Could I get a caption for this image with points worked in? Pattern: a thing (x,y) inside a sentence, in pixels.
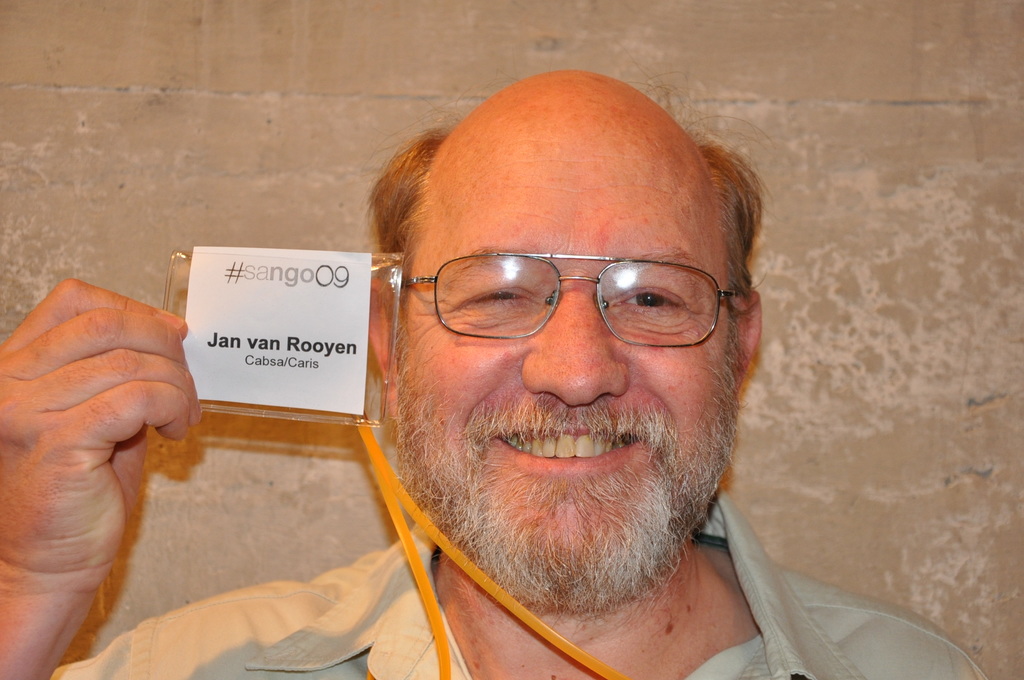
In this image we can see a person (457,502) and the person (449,514) is holding a card (277,376). On the card (297,376), we can see some text (310,341). Behind the person (686,411) we can see a wall (871,441).
